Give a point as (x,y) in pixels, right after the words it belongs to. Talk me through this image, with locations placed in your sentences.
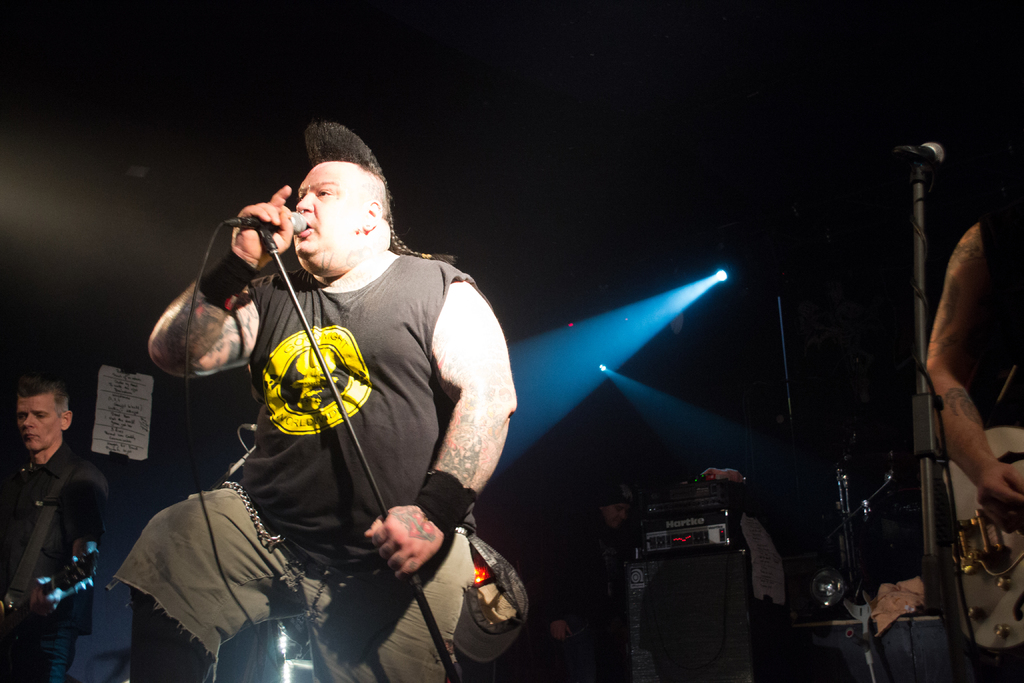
In the middle of the image (371,319) a man (216,310) is standing and holding microphone (295,220) and singing. Bottom left side of the image (98,479) a man (21,416) is playing guitar (88,563). Bottom right side of the image (985,461) a man (996,659) is playing guitar (1003,645). Bottom of the image (584,682) few people (577,651) are standing behind a electronic device (667,560).
